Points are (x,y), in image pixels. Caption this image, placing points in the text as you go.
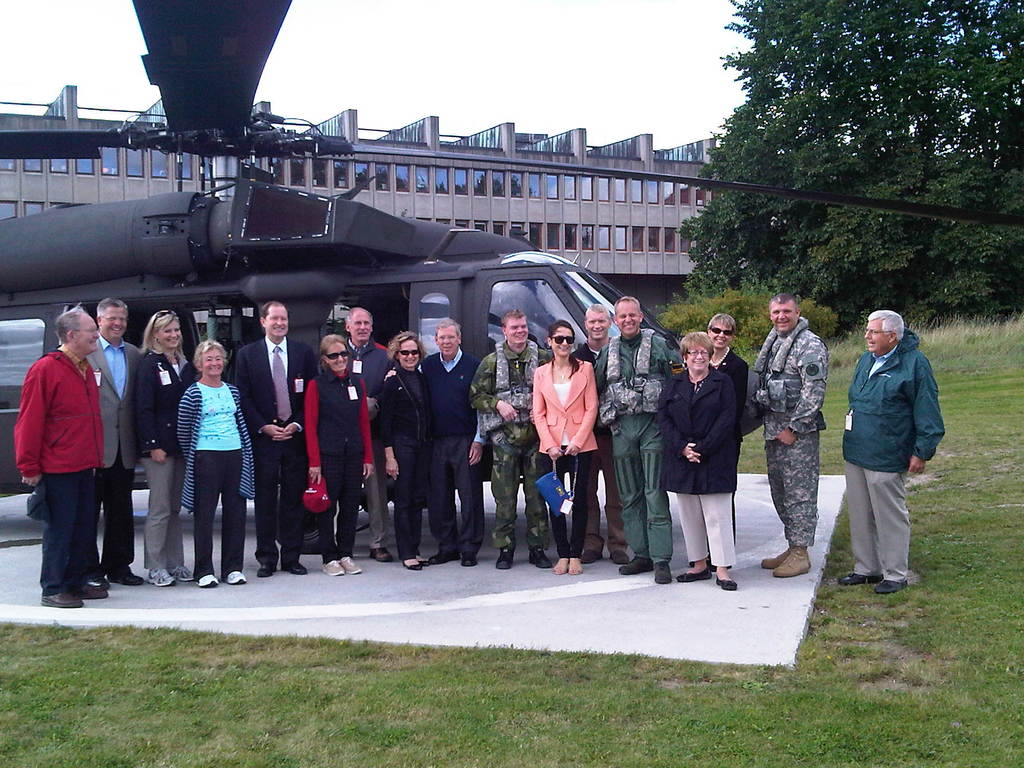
In the image we can see there are many people (446,449) standing, they are wearing clothes (188,369) and some of them are wearing goggles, and carrying objects (319,507) in their hands (322,478). Here we can see grass (835,687), a helicopter (228,250) and the tree (889,116). Here we can see the building (550,193) and the windows (616,199) of the building (561,175) and the sky (471,58).
